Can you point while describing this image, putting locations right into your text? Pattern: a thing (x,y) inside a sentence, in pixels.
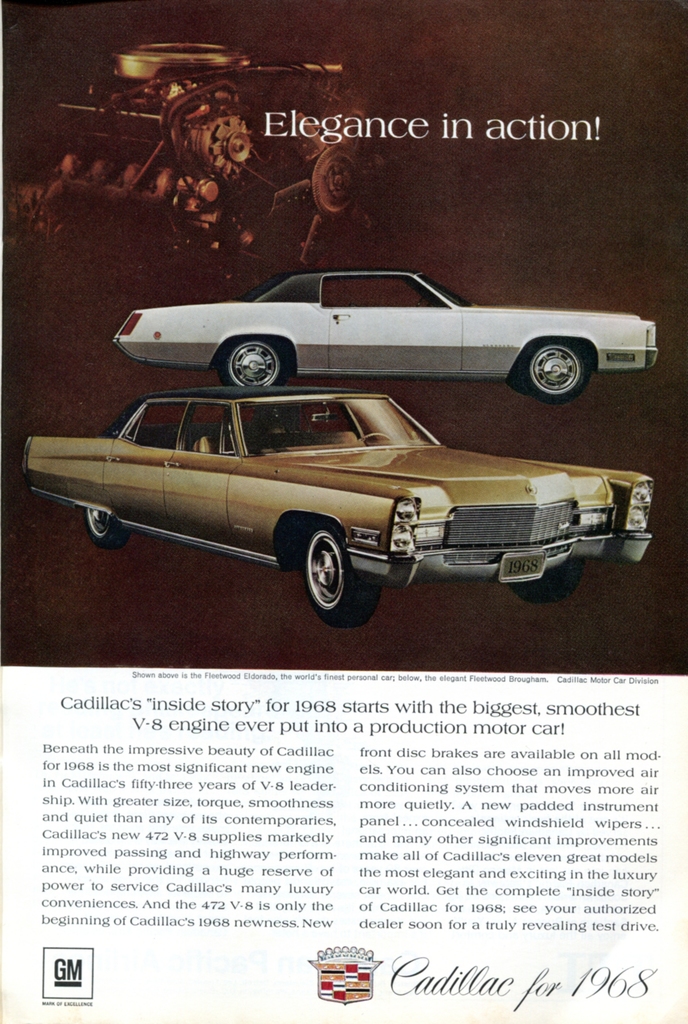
Here we can see a page (226,560) of book (298,210). in this page (295,301) we can see two cars (329,504). Bottom of the image (384,877) some text (315,792) is written.
